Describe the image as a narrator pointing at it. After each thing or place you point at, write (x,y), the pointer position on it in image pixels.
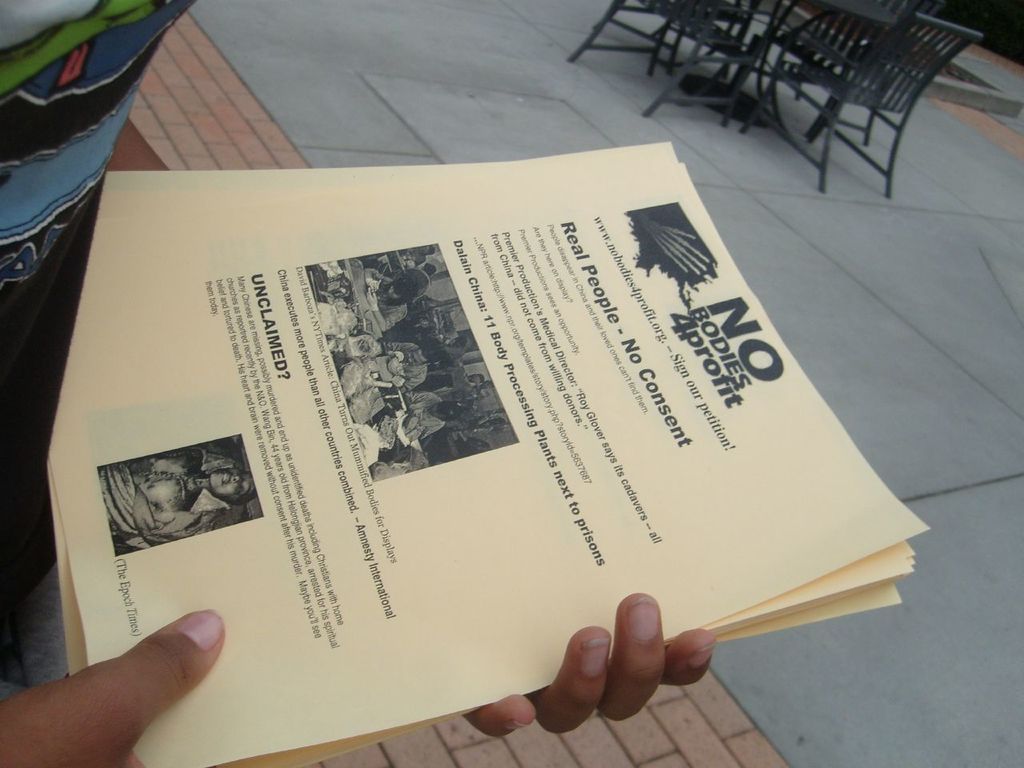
This image consists of a person (61,631) holding the papers (479,672). At the bottom (846,694), there is a road (795,719). On the right (859,65), we can see the chairs (806,23).
